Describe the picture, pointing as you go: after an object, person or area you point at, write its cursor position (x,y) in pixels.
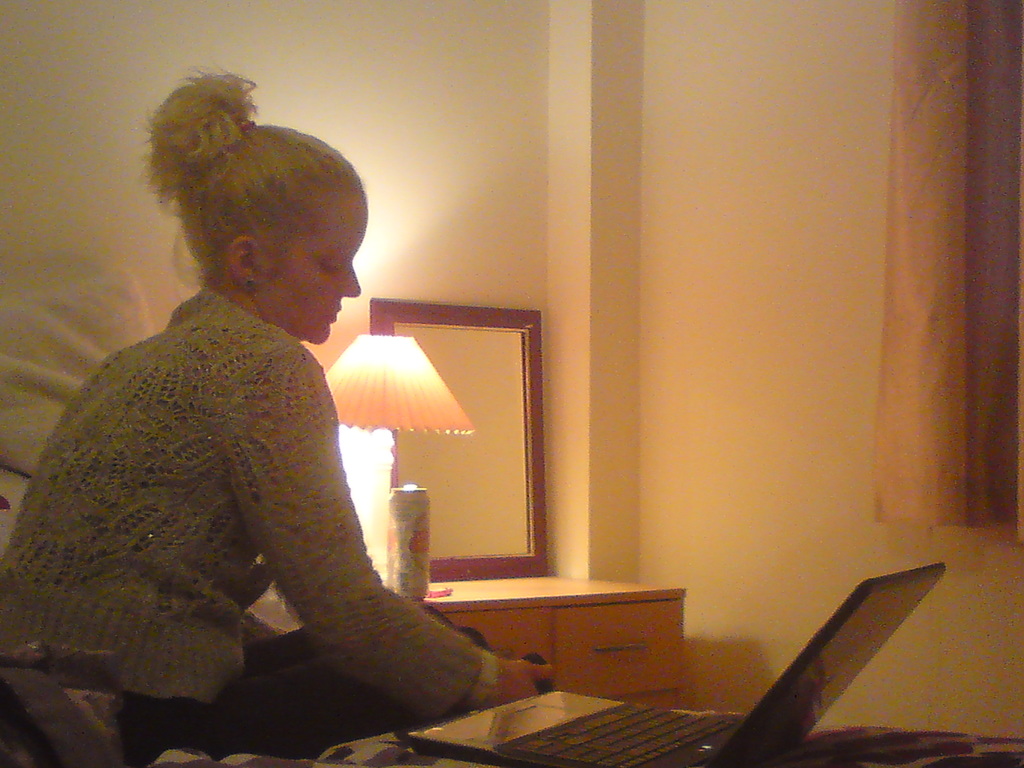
In the center of the image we can see one person (165,552) is sitting on the bed (375,761) and she is in a different costume (231,502). On the bed (394,764), we can see one laptop (581,721) and some objects (35,423). In the background (534,87), there is a wall (778,100), curtain (957,142), one table (539,583), drawer (482,607), lamp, one can (422,554) and a mirror (515,459).
